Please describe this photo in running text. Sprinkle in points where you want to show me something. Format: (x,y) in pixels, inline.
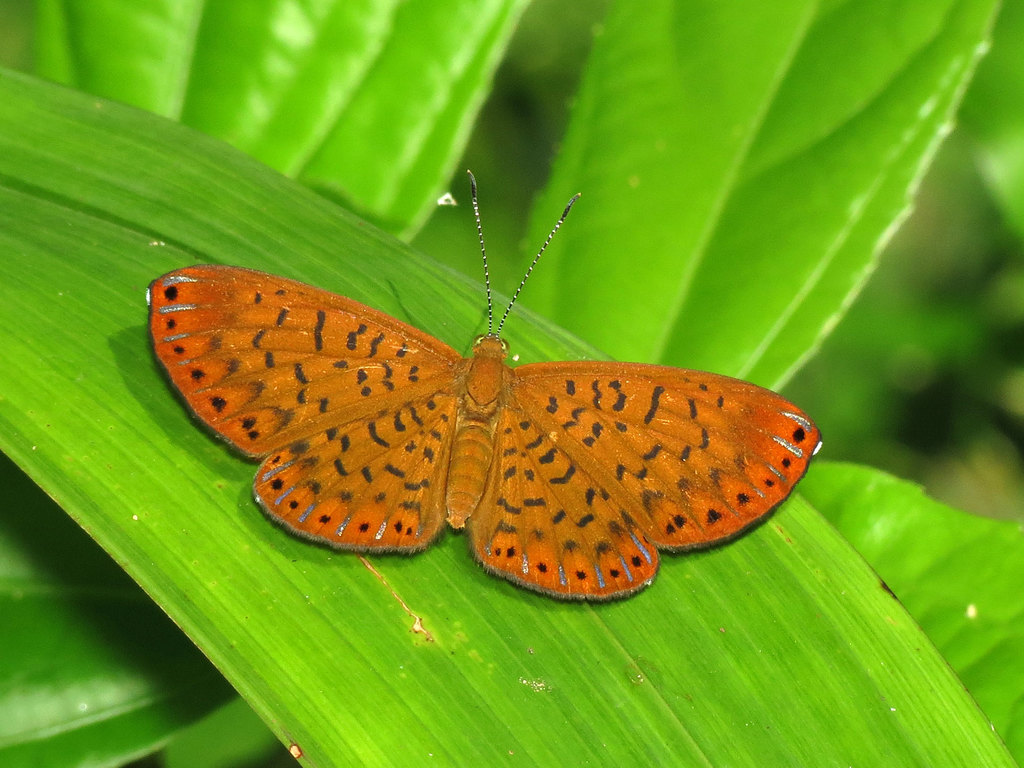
In this picture we can see a butterfly (347,440) on the leaf (290,669). In front of the butterfly (440,401) there are leaves (376,90).
